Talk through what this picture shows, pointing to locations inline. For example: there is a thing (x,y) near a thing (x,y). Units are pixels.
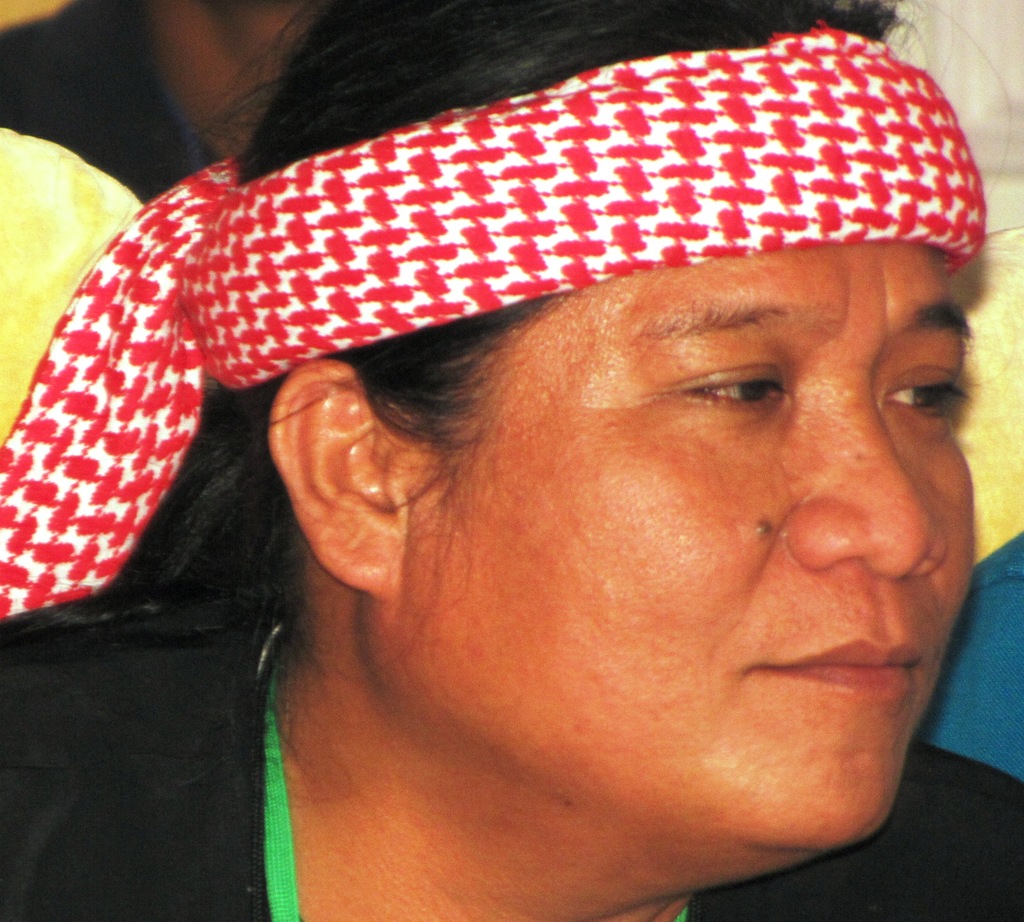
This is woman (241,816) wearing clothes (889,874).
